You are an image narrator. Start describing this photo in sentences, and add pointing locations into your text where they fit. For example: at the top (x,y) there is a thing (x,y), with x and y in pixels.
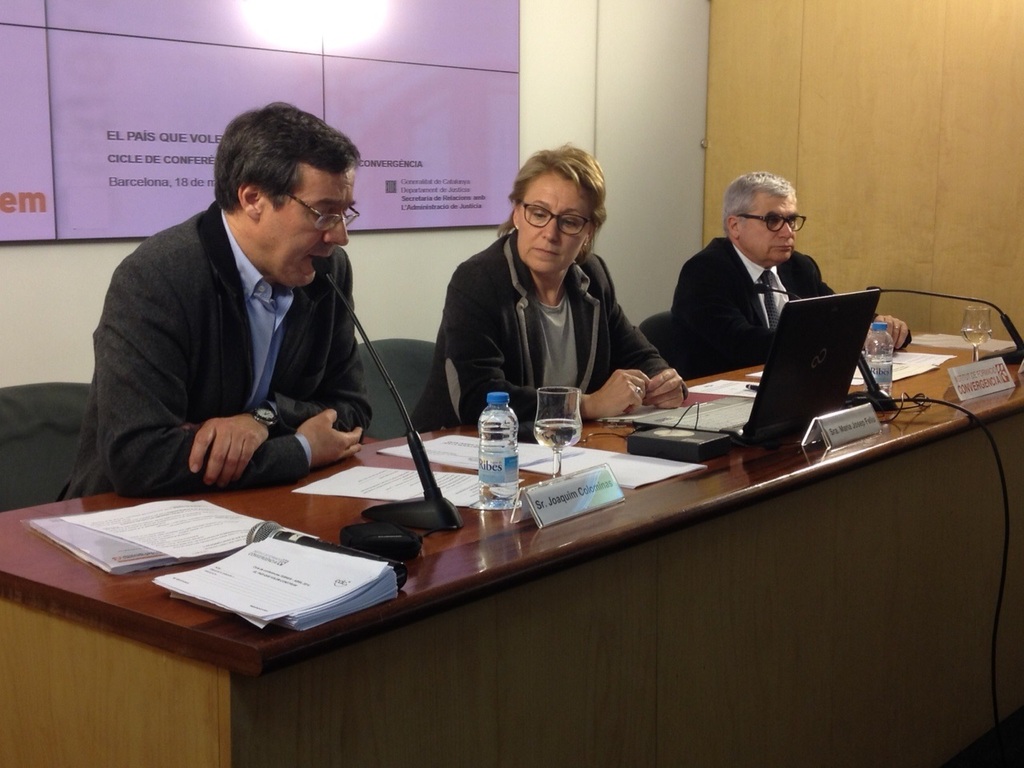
In this picture we can see three persons (611,356) are sitting on chairs (413,401) in front of a table (661,497), there are papers (663,463), bottles (493,466), glasses (977,332), name boards (601,489), microphones (882,409) and a laptop (805,385) on the table (747,455), in the background (483,202) there is a board (435,162), we can see some text (447,204) on the board (70,144).
